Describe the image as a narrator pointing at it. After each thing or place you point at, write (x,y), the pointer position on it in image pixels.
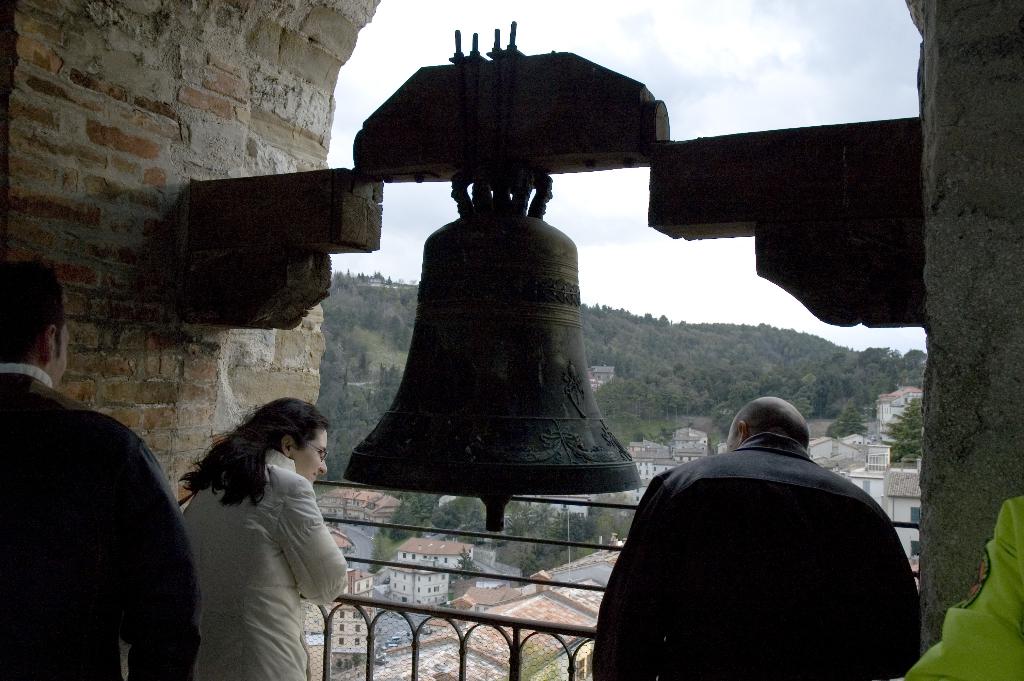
In this image we can see three people (285,547) standing. We can see a girl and a wall (214,159). In the center (537,375) there is bell (504,409). In the background (646,416) there are buildings (852,464), trees (769,367), hill (726,359) and sky (675,270).
